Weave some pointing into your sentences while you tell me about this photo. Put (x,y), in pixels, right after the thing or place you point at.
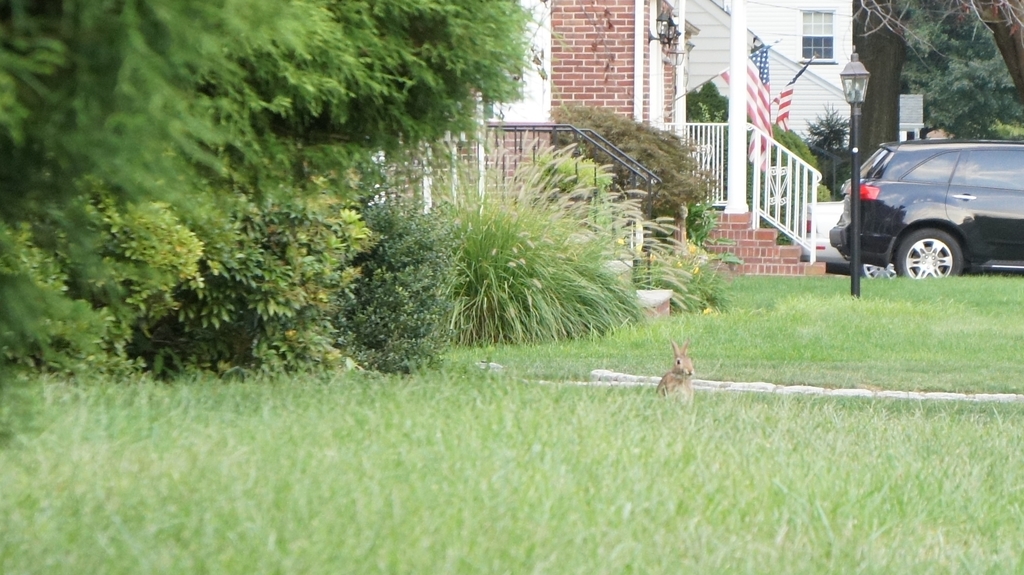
This is a garden (316,457). At the bottom of the image (278,486) I can see the grass (281,494) and I can see a rabbit (672,374) on the right side (684,368). There are some trees (186,124) and plants (438,296). In the background (688,126) there is a building (766,17) and a black color car (924,206) and also I can see two flags (776,101) and a pole (854,92).
